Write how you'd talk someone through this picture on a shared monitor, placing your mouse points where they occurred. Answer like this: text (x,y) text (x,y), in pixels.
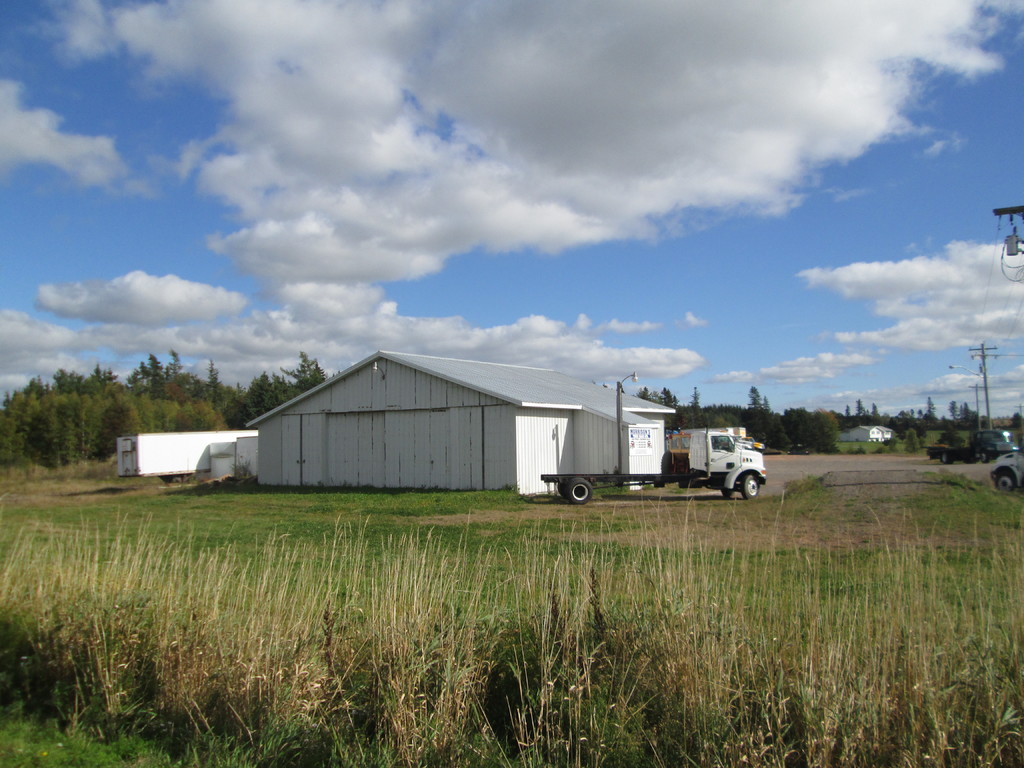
In this picture we can see small white shed house (556,463) and beside a white color van (664,474). Behind there are some trees (78,430) and in the front side (157,666) we can see the grass (148,650).
